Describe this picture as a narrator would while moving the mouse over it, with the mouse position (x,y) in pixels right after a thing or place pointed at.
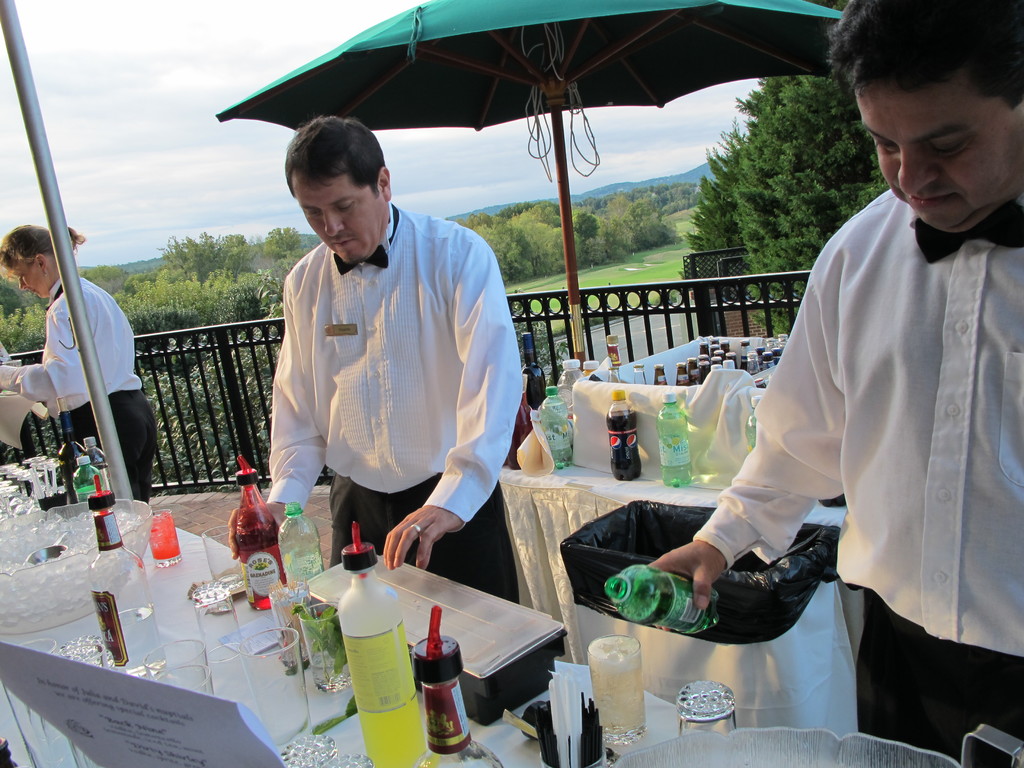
In the background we can see the sky (420,139), hills (676,176), trees (712,187), green grass (682,246). On the right side of the picture (766,253) we can see the railing (796,304), an umbrella (640,5), tree (858,179). In this picture we can see the people (796,330) in the same attire (952,372) and they are standing near to the tables (611,475). On the tables (774,662) we can see the bottles (622,465) in a container (483,596), glasses (591,681), bottles (663,429), ice cubes (45,527) in a glass bowl (40,600) and few other objects (796,742). We can see a trash can (730,598). We can see a man (902,471) is holding a bottle (671,580) in his hand (705,586). We can also see a paper note (164,758).
